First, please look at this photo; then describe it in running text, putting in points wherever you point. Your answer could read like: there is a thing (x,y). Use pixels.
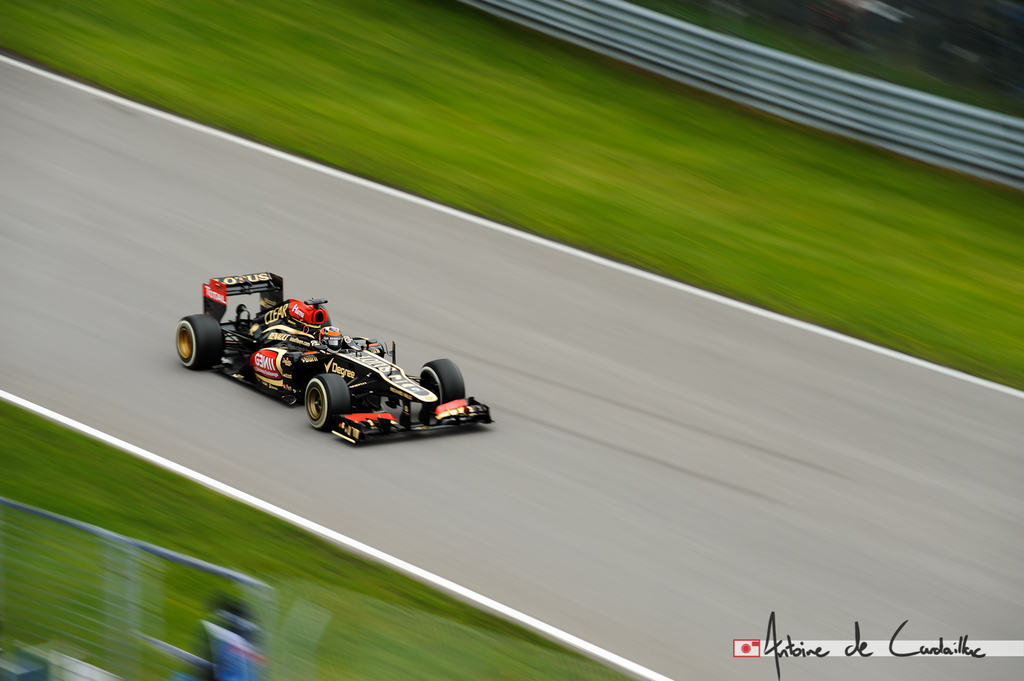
On the bottom right (953,651), there is a watermark (970,650). On the left side (330,420), there is a vehicle (197,345) on the road (156,264). On both sides of this road (130,227), there is a white color line (412,196) on the road (215,431) and there is grass (397,149) on the ground (285,102). Beside this grass (23,455), there is a fence (192,656) and an object (230,640). In the background (734,87), there is a fence (749,81) and there's grass (749,24) on the ground (798,32).
